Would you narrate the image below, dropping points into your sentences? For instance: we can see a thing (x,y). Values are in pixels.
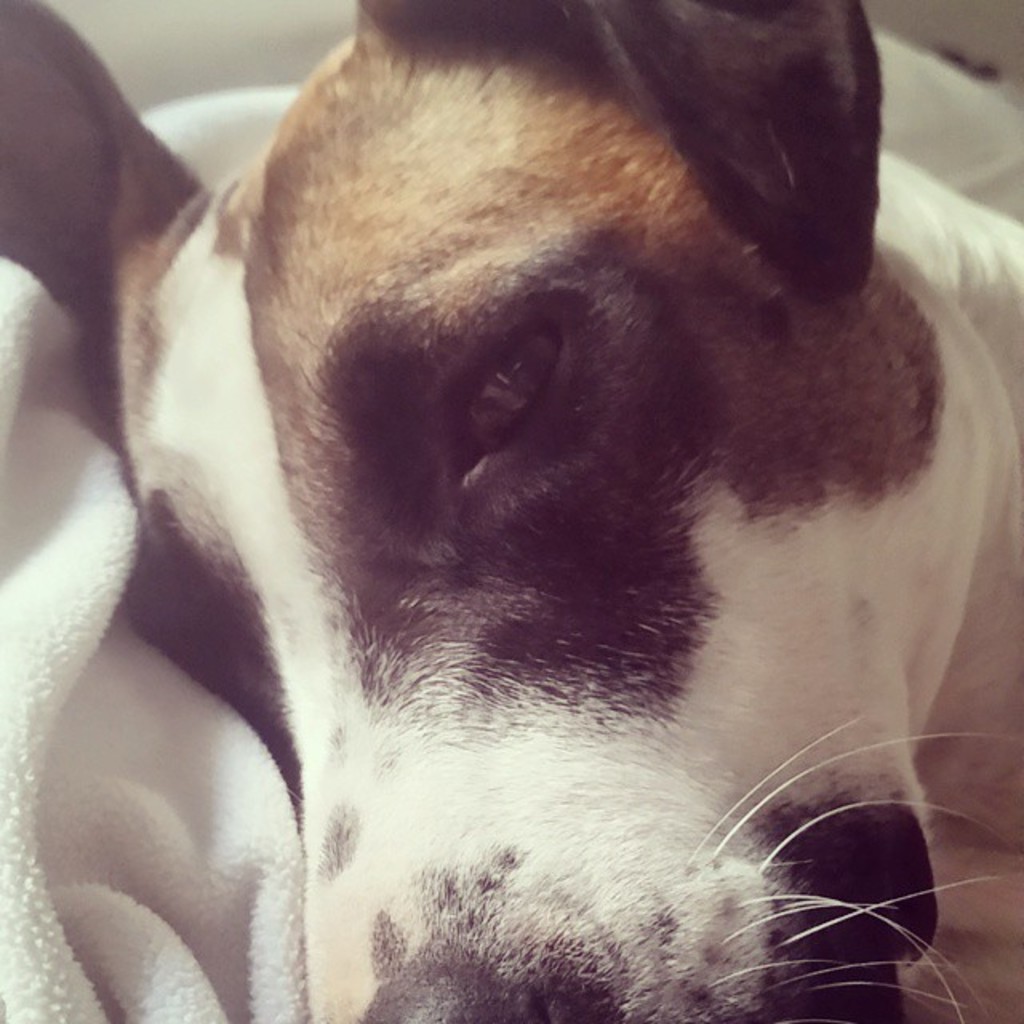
This is a zoomed in picture. In the foreground (728,514) we can see a dog (467,465) and a white color towel (19,506).
